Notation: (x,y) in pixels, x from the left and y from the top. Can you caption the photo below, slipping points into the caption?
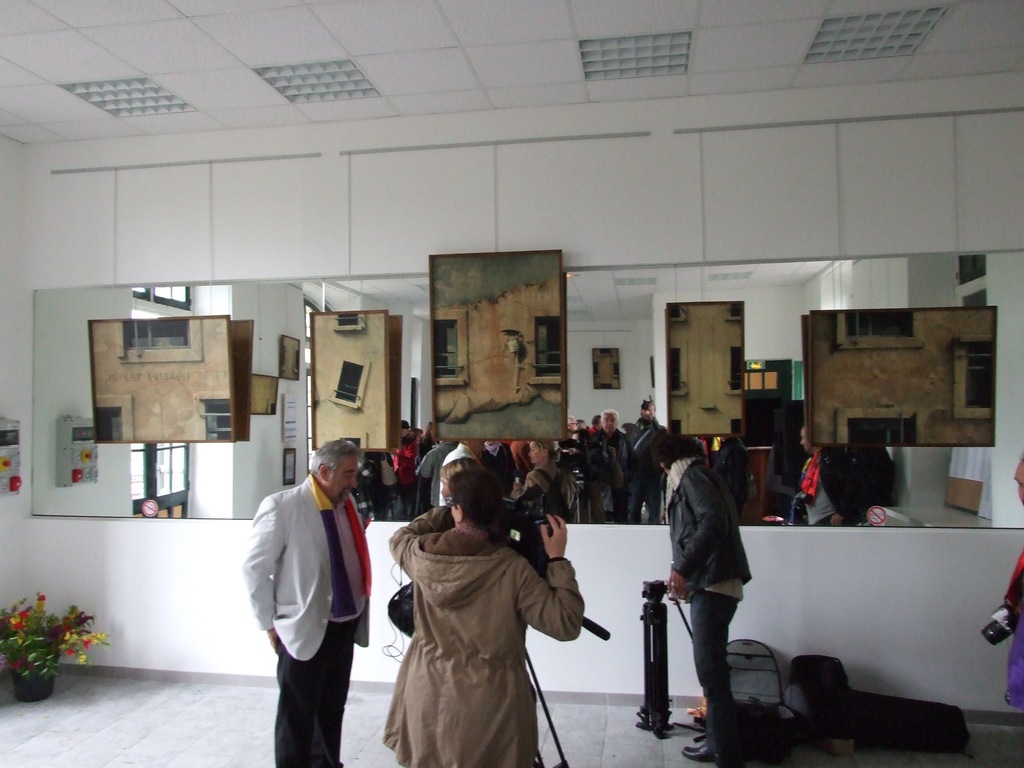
In this picture we can see a person (572,623) holding a camera (527,518). We can see a man (314,608) and a person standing on the ground (264,744). We can see a few bags (743,751), a flower pot (33,663) and other objects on the ground (383,711). We can see an object (15,485) on the wall (11,507) on the left side (2,493). There is a glass object (292,310). We can see a few frames (555,340) on this glass object (651,458). Through this glass object (452,442), we can see a few people (392,457), some frames (614,361) on the wall (298,473) and other things (781,371) are visible in the background (750,452).
